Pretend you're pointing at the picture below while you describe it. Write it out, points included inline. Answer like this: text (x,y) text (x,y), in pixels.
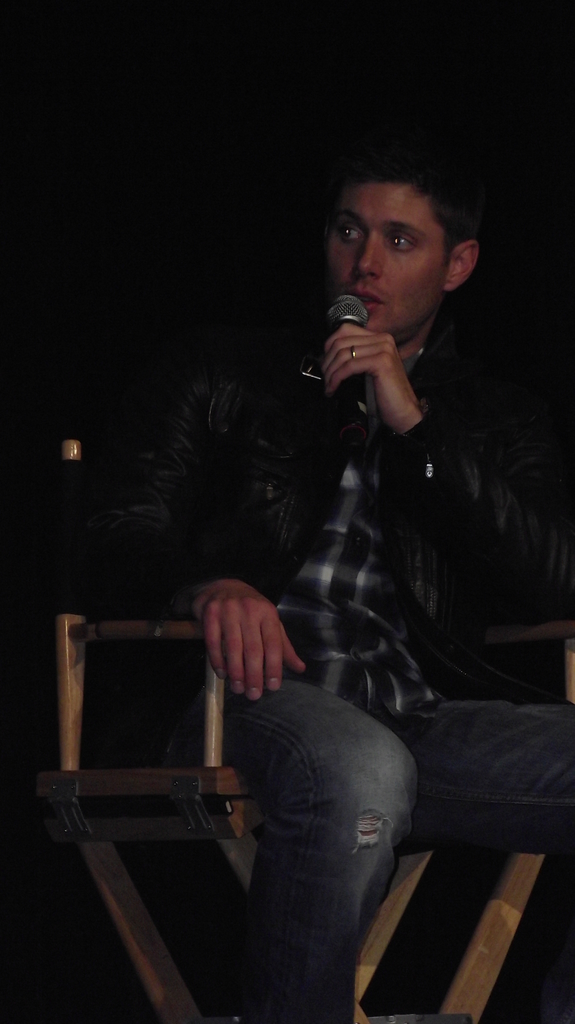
In this picture we can see a man (358,829) holding a mic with his hand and sitting on a chair (456,1016) and in the background (185,242) it is dark.
